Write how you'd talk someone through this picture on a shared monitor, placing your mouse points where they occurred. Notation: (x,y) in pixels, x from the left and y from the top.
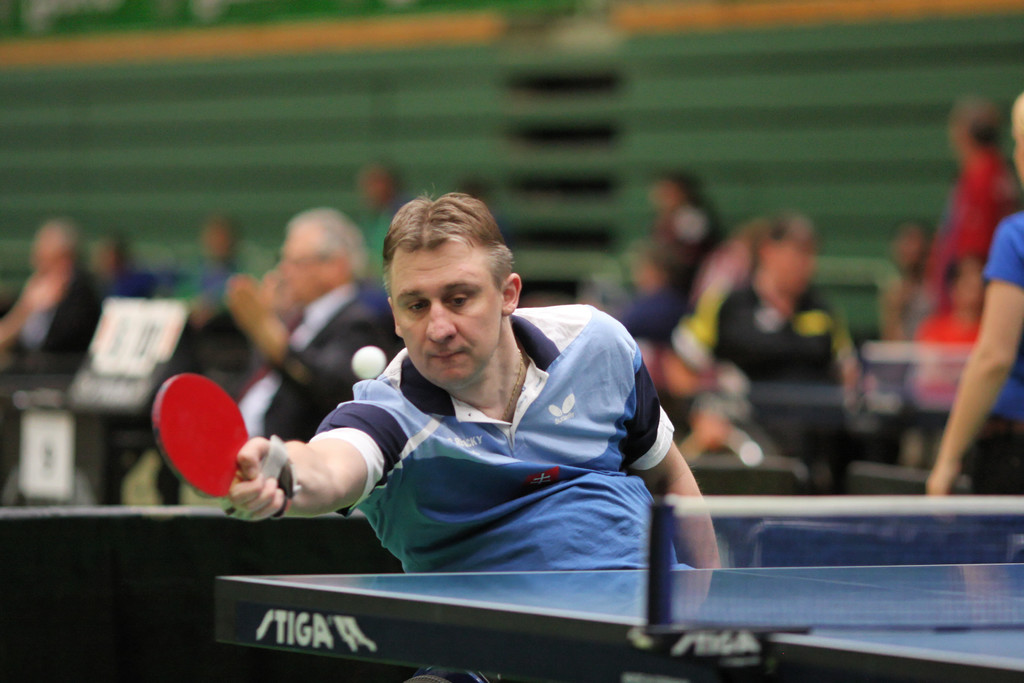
In this image I can see a man (445,462) playing table tennis game. this man (358,482) is holding a table tennis bat (212,438) which is red in color. He is wearing blue T-Shirt (582,414) and this is a table tennis (829,649). At background (392,339) I can see people (233,307) sitting.
